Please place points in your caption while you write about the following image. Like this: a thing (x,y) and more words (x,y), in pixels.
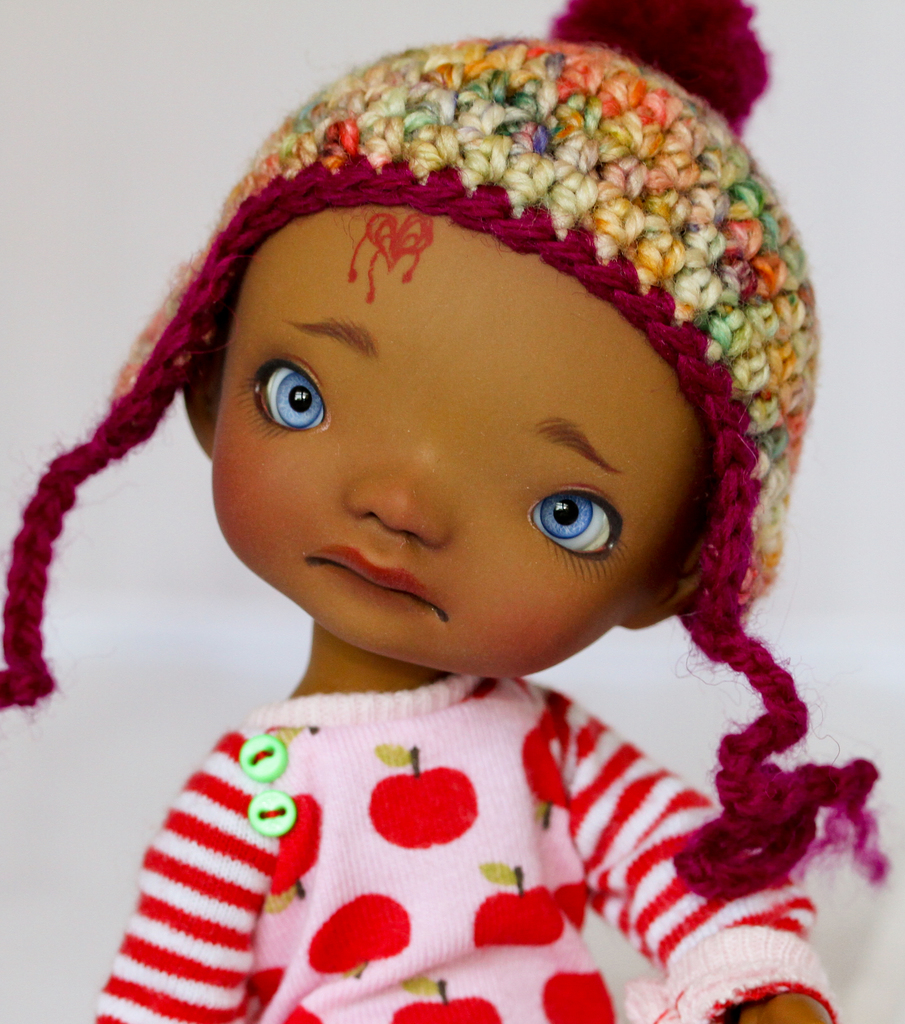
In this image we can see a toy (486,542) and there is a cap (500,236) on the head (516,263). In the background (71,847) we can see white color image.
